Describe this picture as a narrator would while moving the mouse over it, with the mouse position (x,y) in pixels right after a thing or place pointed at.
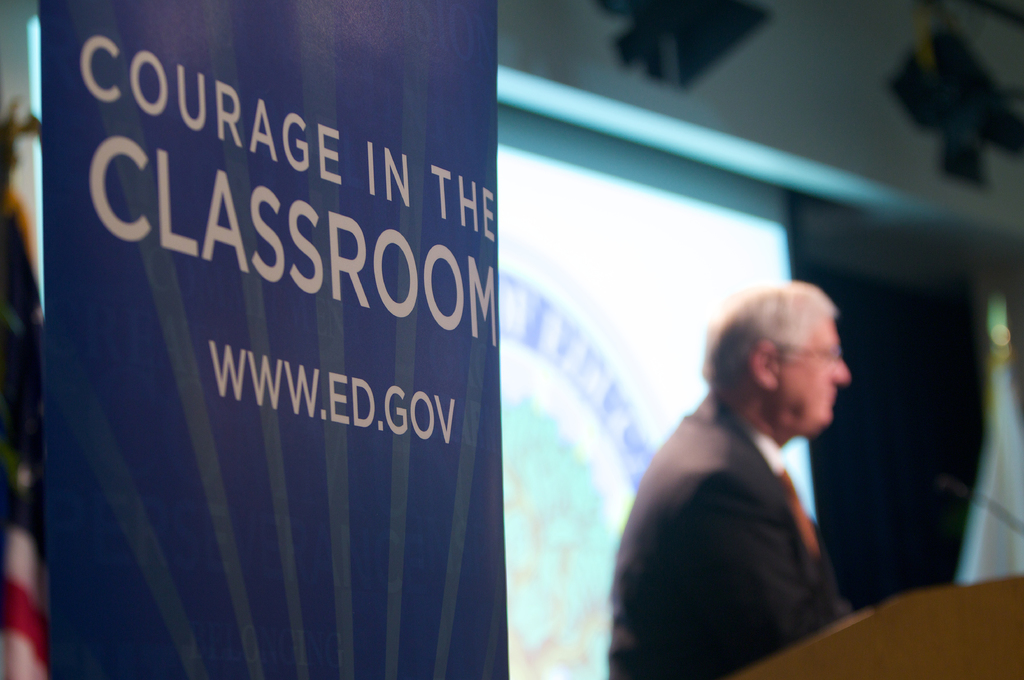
In this picture there is a person (735,328) standing behind the podium (833,656) and there is a microphone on the table (1013,633). At the back (554,421) there is a screen (600,409) and there is a hoarding (438,206) and there is a text (356,245) on the hoarding (310,459) and there are flags (14,640). At the top (692,49) there are lights (902,92).
